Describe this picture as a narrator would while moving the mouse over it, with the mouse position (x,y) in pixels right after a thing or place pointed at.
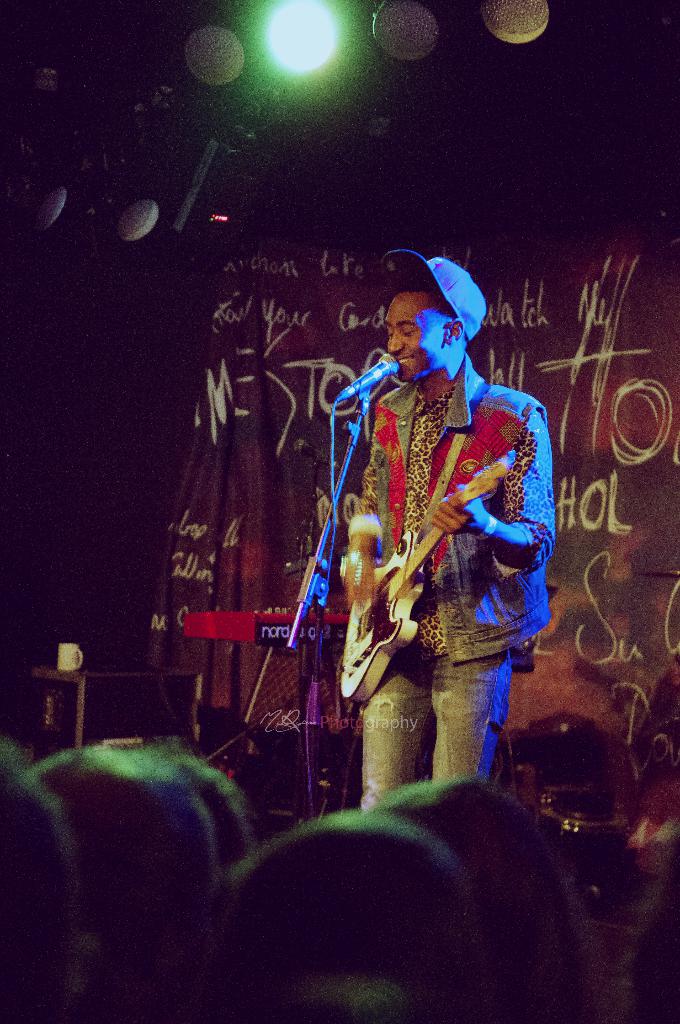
In this picture we can see a person (445,308) standing on the floor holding a guitar (389,600) in his hand (460,509) and singing, and here is the microphone (354,389) and stand (316,586), and at back (565,358) there is a script (317,291) written on it, and here is the table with a tea cup (67,667) on it, and at above there are lights (329,42), and in opposite there are group of people (327,819).
